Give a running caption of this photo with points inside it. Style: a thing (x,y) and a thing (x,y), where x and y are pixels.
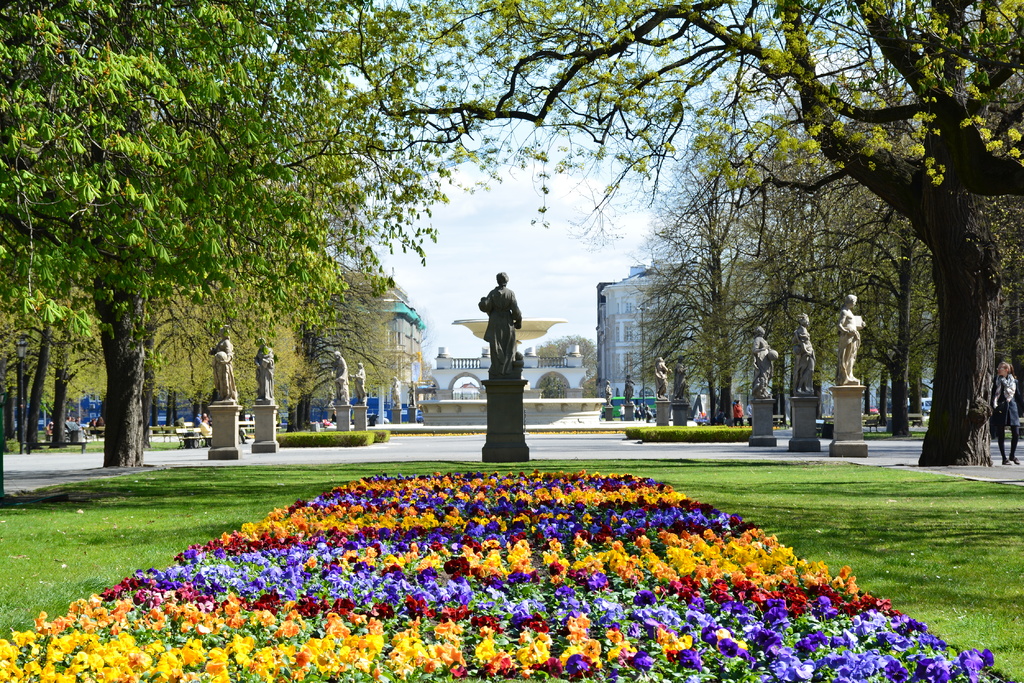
In this image, we can see a few statues (507,310), people (1002,375), buildings (416,337), trees (830,337). We can see the ground (246,496) with some grass (246,496), a few objects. We can also see some flowers (571,621) at the bottom (194,646). We can also see some benches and the sky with clouds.
